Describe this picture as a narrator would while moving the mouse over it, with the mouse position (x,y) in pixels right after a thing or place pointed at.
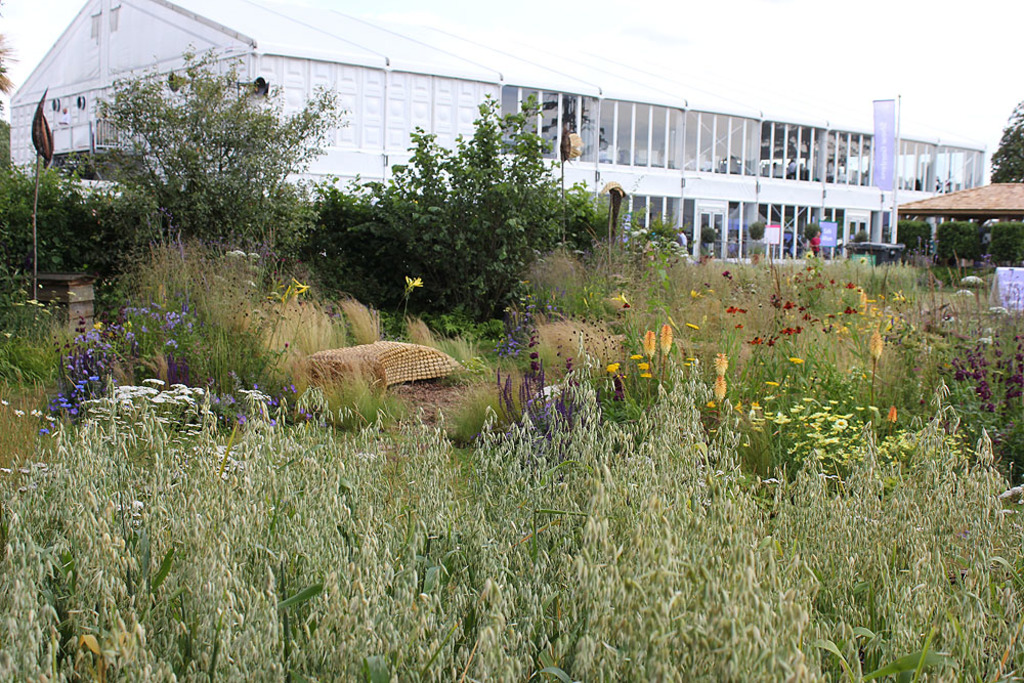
In this image we can see a building (702,171) with windows (704,123) on it. In the foreground of the image (439,437) we can see group of plants (552,467), flowers (754,338), trees (433,190). To the right side of the image (993,204) we can see a shed (912,207) and a flag (892,155). In the background (953,47), we can see the sky (948,60).
